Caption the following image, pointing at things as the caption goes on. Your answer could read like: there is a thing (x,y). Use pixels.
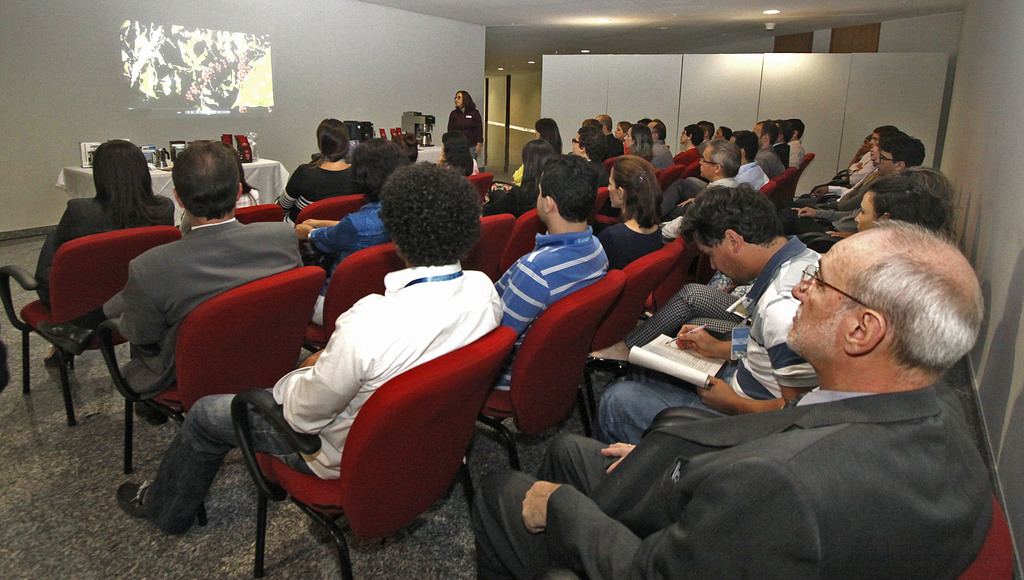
There is a group of people (580,468) sitting on a chair (65,375) and watching this screen (241,101).
